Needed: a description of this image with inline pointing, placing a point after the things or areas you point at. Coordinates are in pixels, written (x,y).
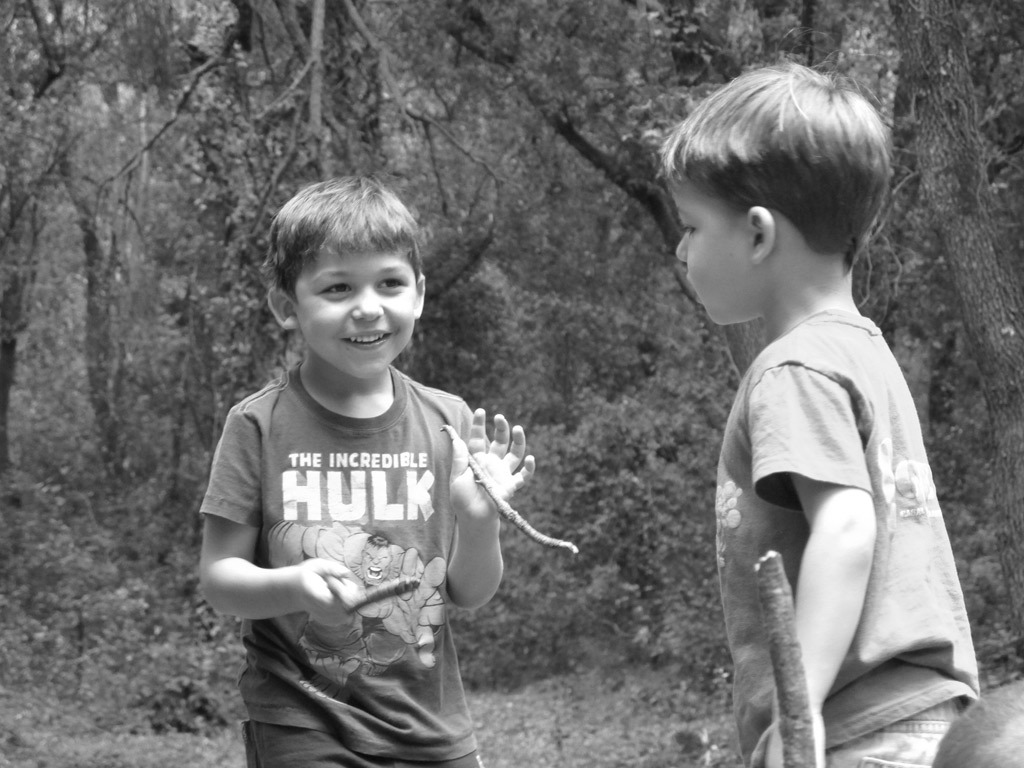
There is a kid (353,564) standing and holding two small sticks (378,591) in his hands (511,469) and there is another kid (755,521) standing in front of him and there are trees (405,117) in the background (362,101).
